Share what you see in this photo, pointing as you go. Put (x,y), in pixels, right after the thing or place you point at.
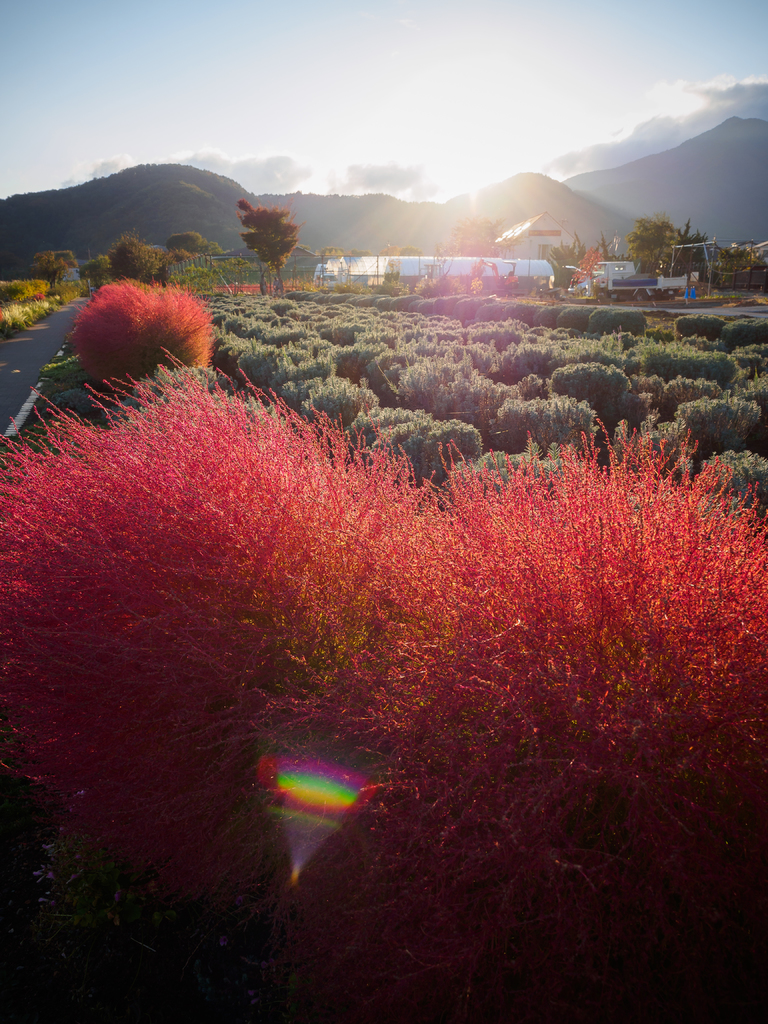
This image is clicked outside. There are bushes (381,360) and trees (252,235) in the middle (454,458). There are mountains (145,219) at the top (318,214). There is sky (304,80) at the top (266,80).
